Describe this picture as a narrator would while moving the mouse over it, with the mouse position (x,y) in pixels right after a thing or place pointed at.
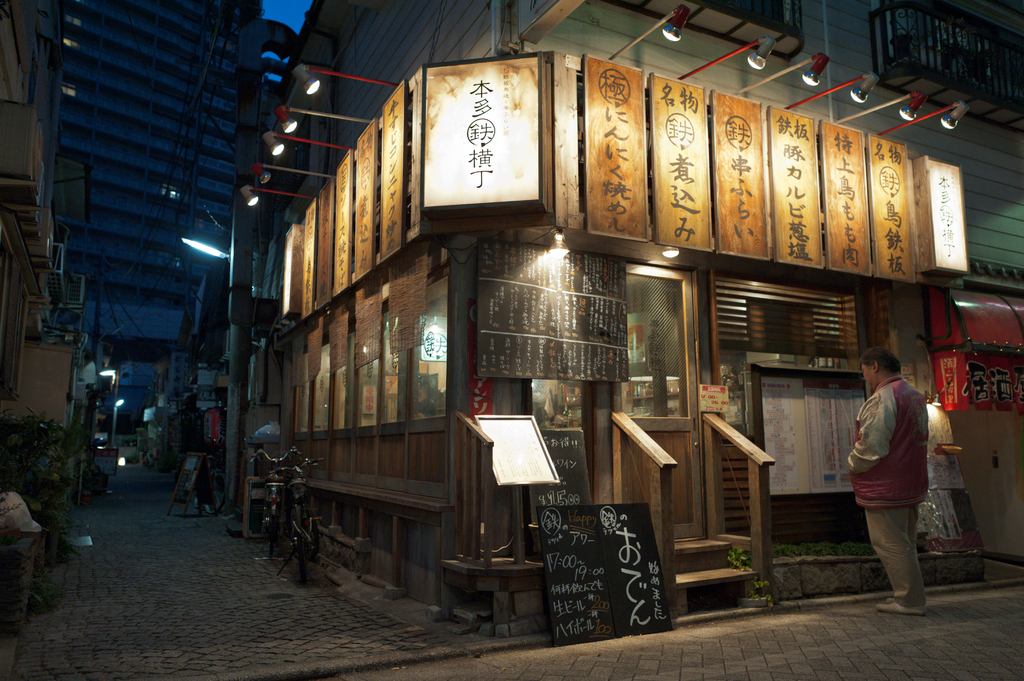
In this image, on the right side (911,557), we can see a man (921,439) standing in front of the board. On the board (792,372), we can see some charts (826,414) attached to it. On the right side (689,611), we can also see a staircase (726,581) and a glass door (685,408), we can also see a black color board (605,545) with some text (606,611) is written on it. On the left side (31,517), we can see a dustbin (22,559), plants (47,488), air conditioner (61,295) and few lights (112,373). In the middle of the image (362,230), we can see some bicycles (301,559), boards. In the background (510,392), we can see a building (803,518), boards (583,320), glass window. At the top (359,38), we can see a roof (323,96) with few lights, at the bottom (597,656), we can see a land (581,655).
